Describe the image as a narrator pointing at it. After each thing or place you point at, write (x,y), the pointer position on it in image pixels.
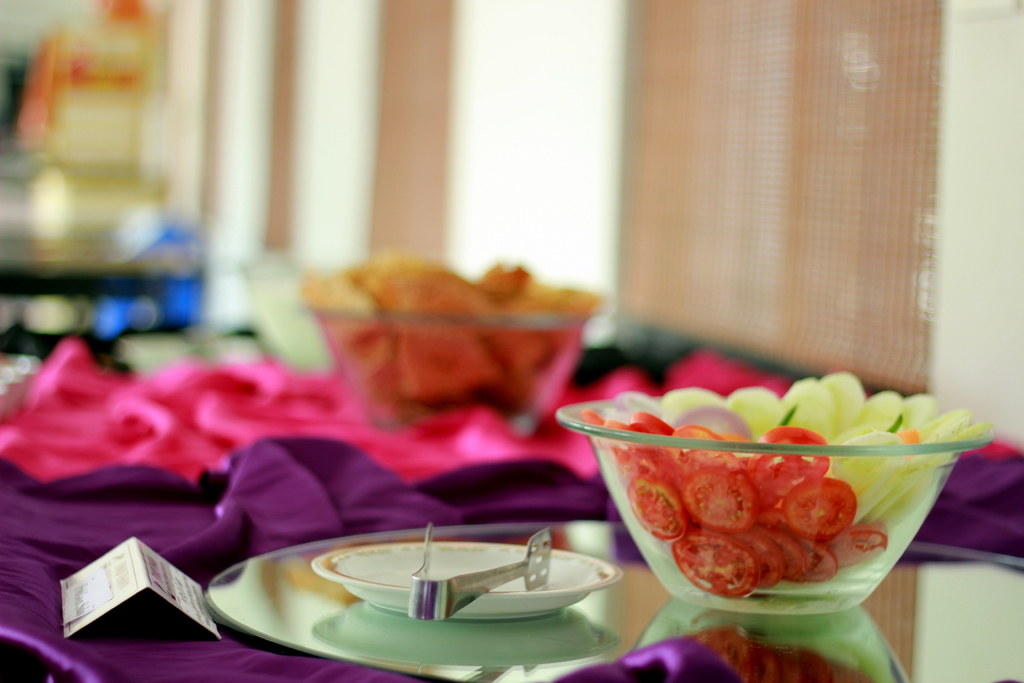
In this image there are some food items (918,479) served in the bowls (872,509) and the bowls (881,518) are on the table (319,633), on the table (354,638) there are two plates (325,622), a utensil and tablecloths (43,371), behind the table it may be curtain clothes (282,172).
